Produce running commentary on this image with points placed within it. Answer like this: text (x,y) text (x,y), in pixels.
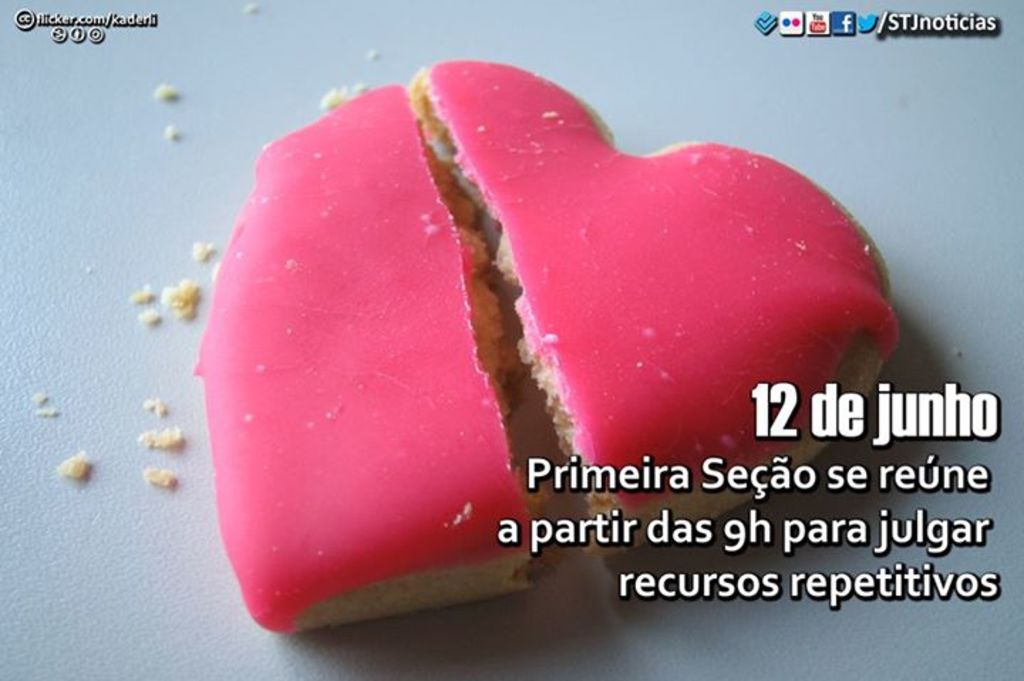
In this picture there is an edible (582,344) which is in pink color and there is something written in the right corner (804,559).
